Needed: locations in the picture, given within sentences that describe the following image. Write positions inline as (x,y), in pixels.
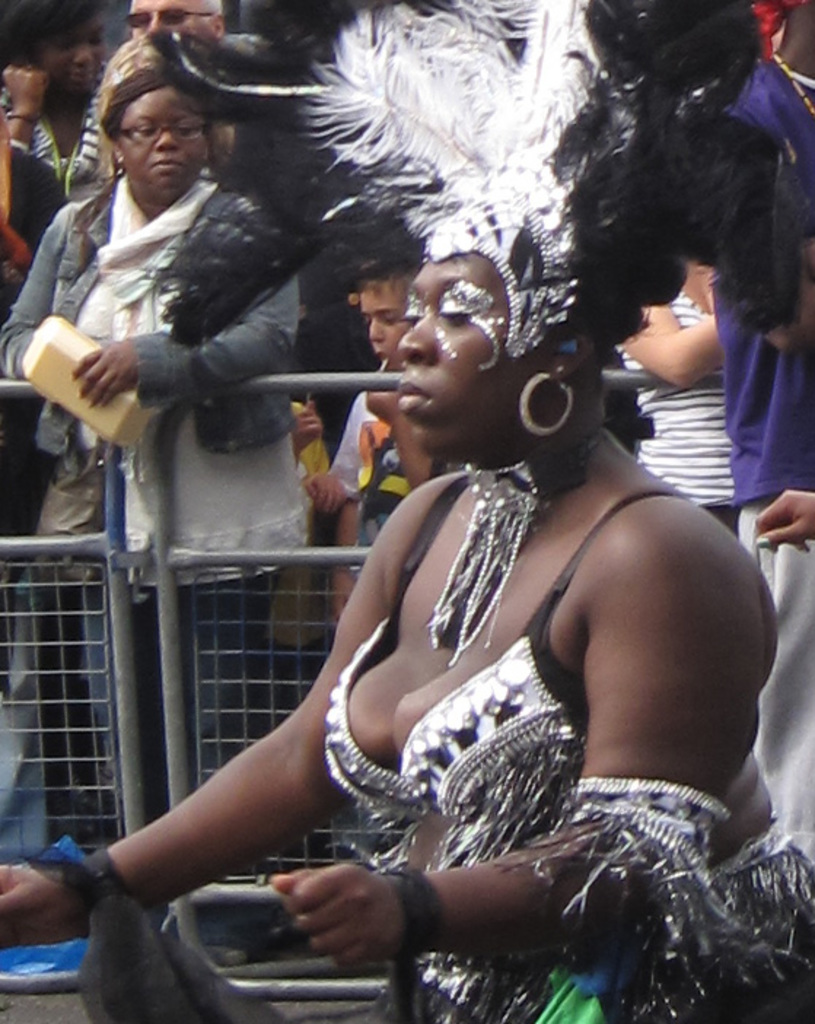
There is a woman (805,973) in the foreground area of the image (13,914), there are other people (114,199) and a boundary (259,553) in the background (199,470).
